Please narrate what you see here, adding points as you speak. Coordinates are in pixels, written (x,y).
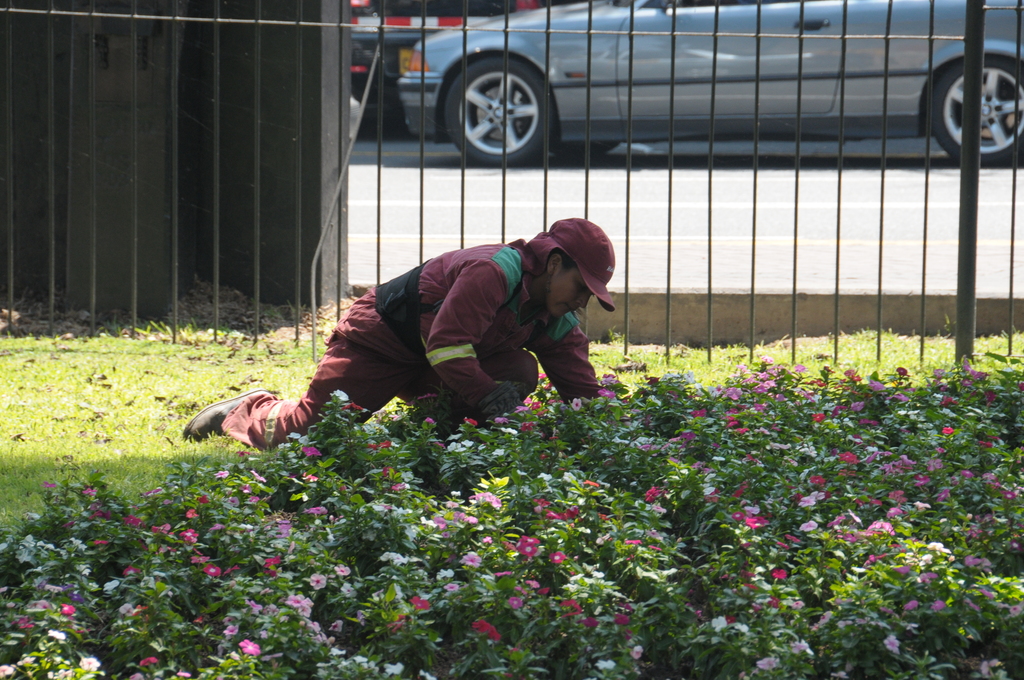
In this picture we can see a person (466,324) on the grass (84,424). In front of the person (442,358) there are plants (475,509) with flowers (439,527). Behind the person (459,297), there are iron grilles (342,184) and a car (653,80) on the road (697,184).
